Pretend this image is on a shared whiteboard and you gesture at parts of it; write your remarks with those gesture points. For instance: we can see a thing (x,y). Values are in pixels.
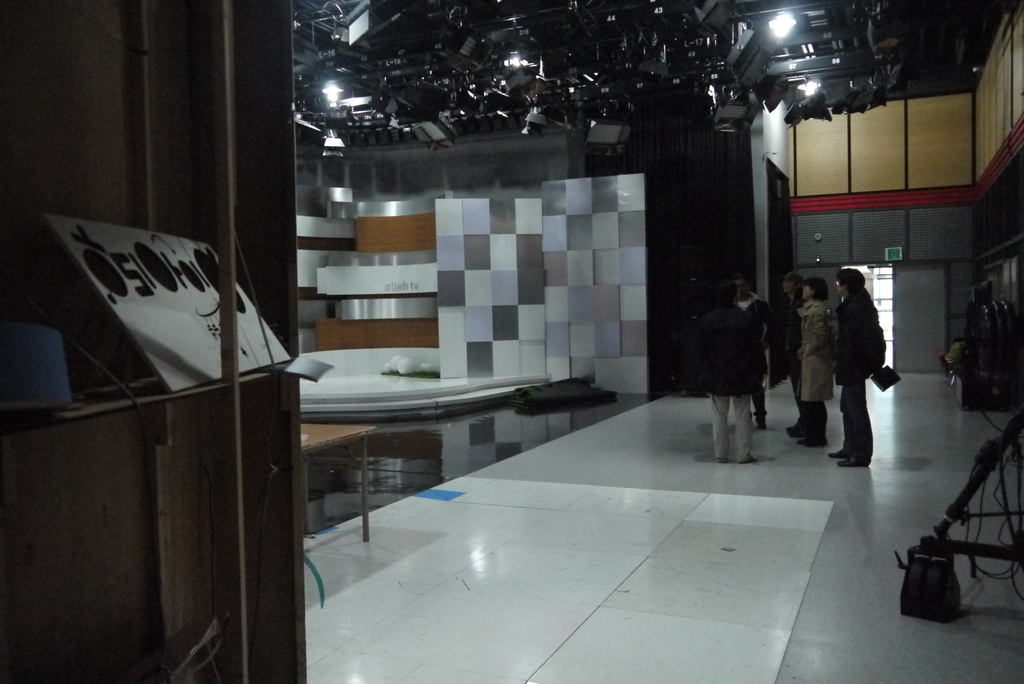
In this image there are group of persons (793,347) standing, there is a person (857,365) holding an object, there is an object (935,542) truncated towards the right of the image (991,480), there is the wall (1003,122) truncated towards the right of the image (994,137), there are objects (922,586) on the ground (607,515), there is a table (325,430), there is a board (164,251), there is text (185,279) on the board (162,272), there is an object (187,573) truncated towards the bottom of the image (169,644), there is an object (46,386) truncated towards the left of the image (37,377), there are objects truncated towards the top of the image (448,24), there is text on the wall (392,278), there are lights (394,97), there is a board (889,251) on the wall (905,242).
